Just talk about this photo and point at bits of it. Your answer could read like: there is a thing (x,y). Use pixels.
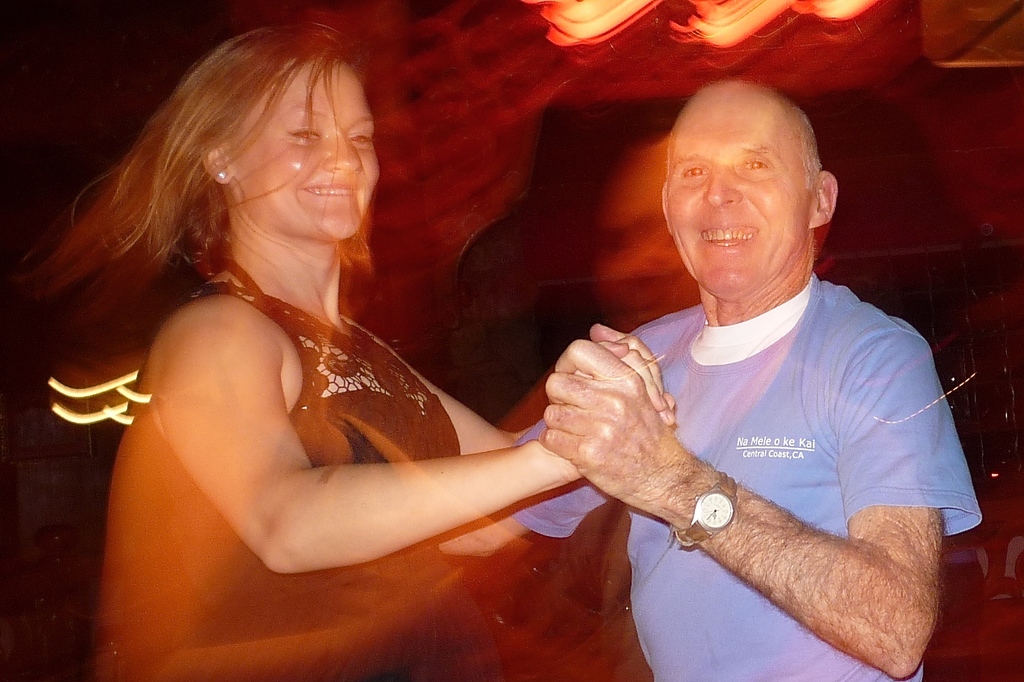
In this image a lady (437,462) and an old man (742,316) are dancing. The man (569,513) is wearing watch (724,507) and a blue t-shirt (814,396). They both are smiling. The background (948,126) is hazy.
